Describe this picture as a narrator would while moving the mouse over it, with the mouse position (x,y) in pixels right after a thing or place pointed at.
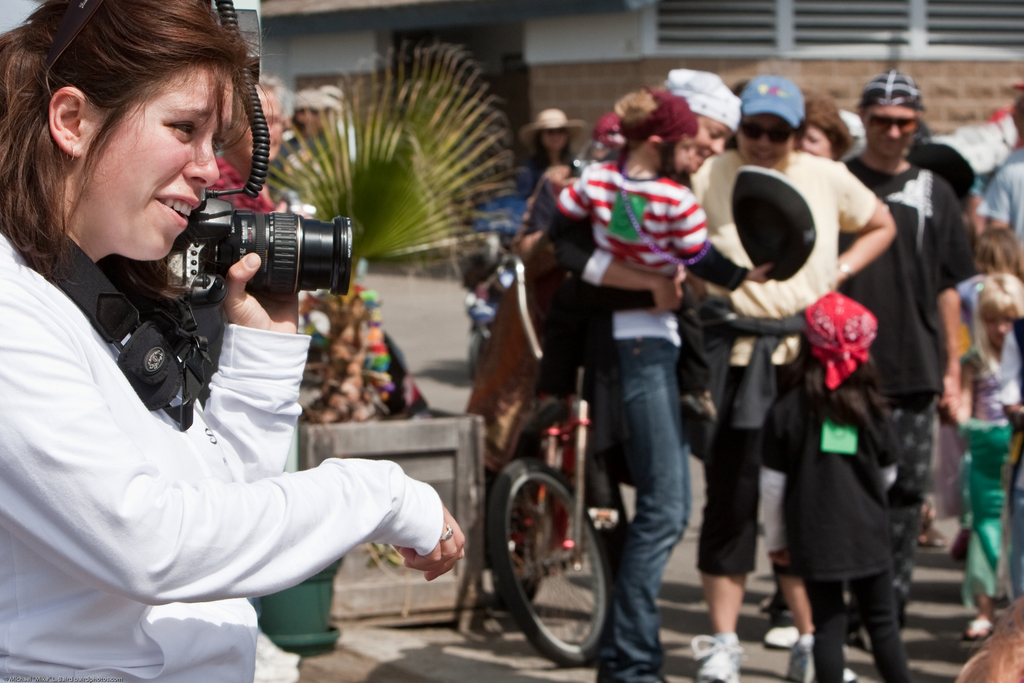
On the background (568,40) we can see a wall (626,38) with bricks (584,69) and windows (731,33). This is a plant (404,163). We can see persons (900,215) standing on the road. This is a vehicle (556,538). Here we can see one women (92,415) at the left side of the picture (190,327) holding a camera (266,261) in her hands (250,272).
